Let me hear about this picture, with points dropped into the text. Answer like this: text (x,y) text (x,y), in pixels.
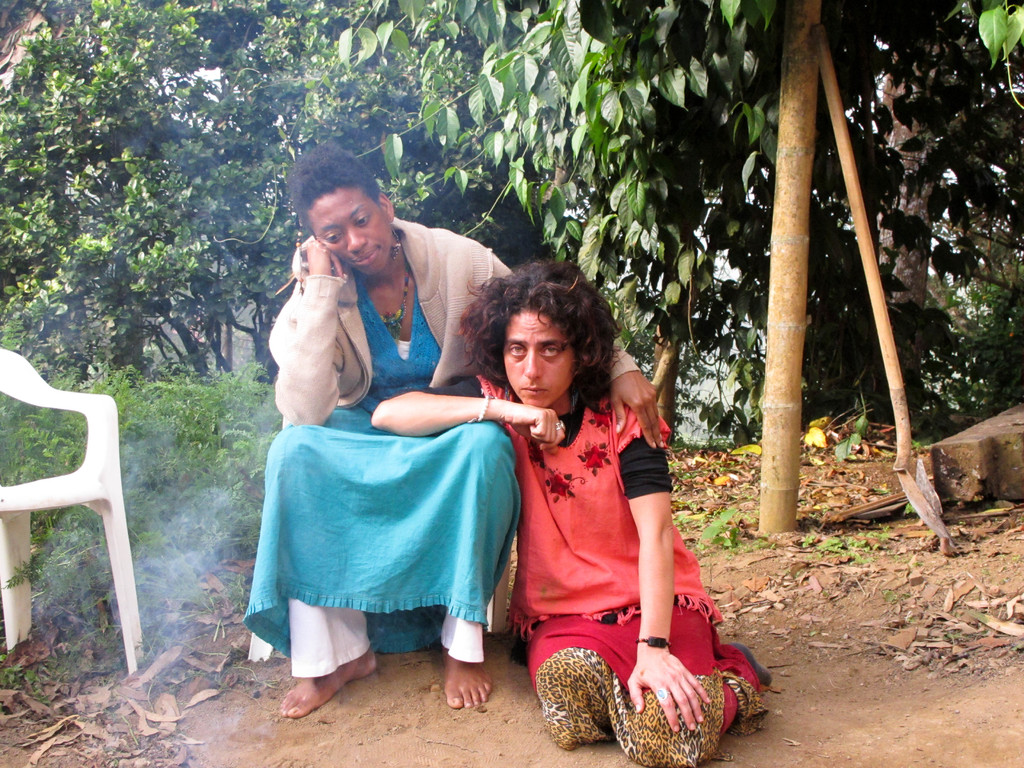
In this image, there is an outside view. In the foreground (656,610), there are two persons (567,472) wearing clothes (348,416). There is a chair (90,456) on the left side of the image (69,408). In the background (87,240), there are some trees (373,129).
